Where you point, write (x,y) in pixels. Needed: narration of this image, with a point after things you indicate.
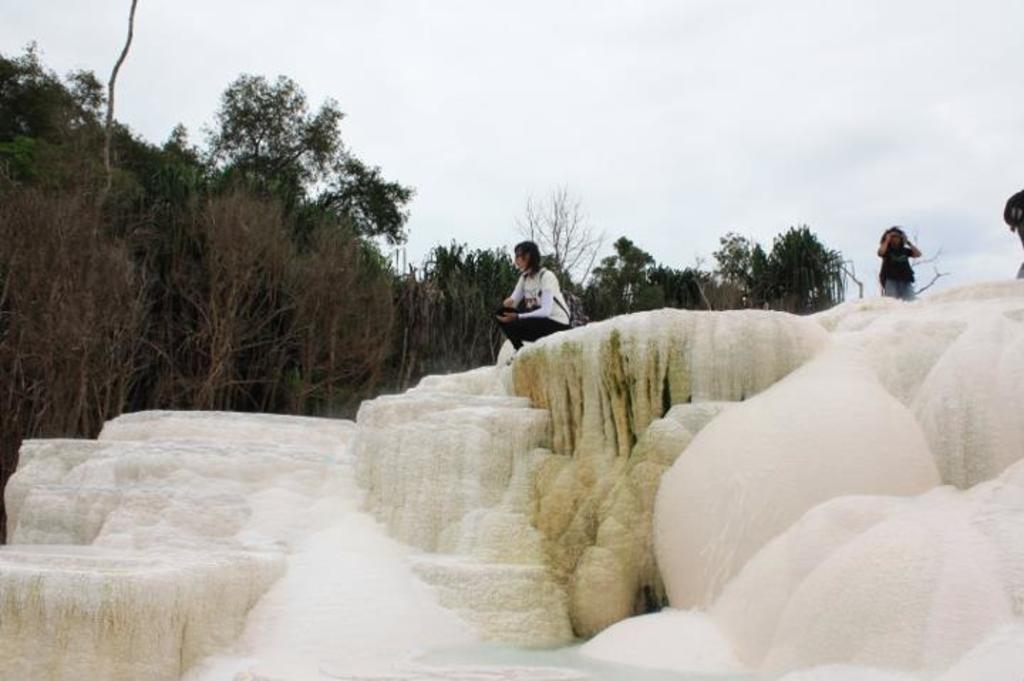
In this picture we can see there are people (568,320) on the white rocks (632,333) and behind the people (534,272) there are trees (140,271) and a sky (650,73).
